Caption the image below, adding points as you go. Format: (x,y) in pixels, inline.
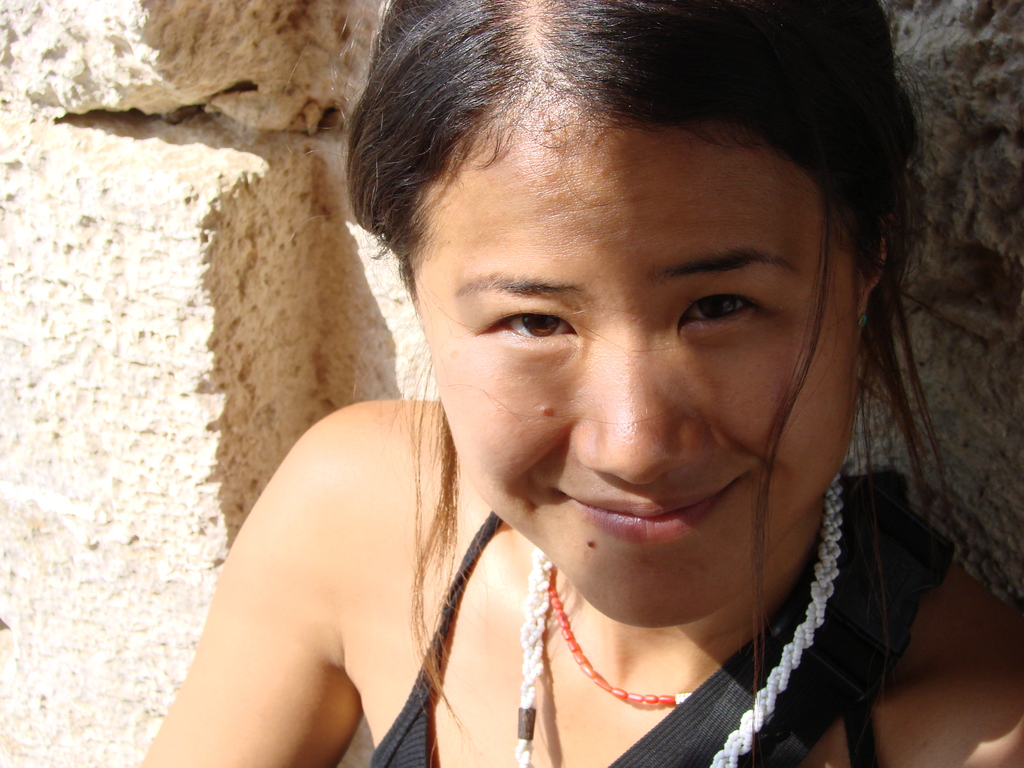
In the image there is a woman (591,449) in black dress (850,584) and necklace (809,612) smiling and behind her there is a wall (163,217).
